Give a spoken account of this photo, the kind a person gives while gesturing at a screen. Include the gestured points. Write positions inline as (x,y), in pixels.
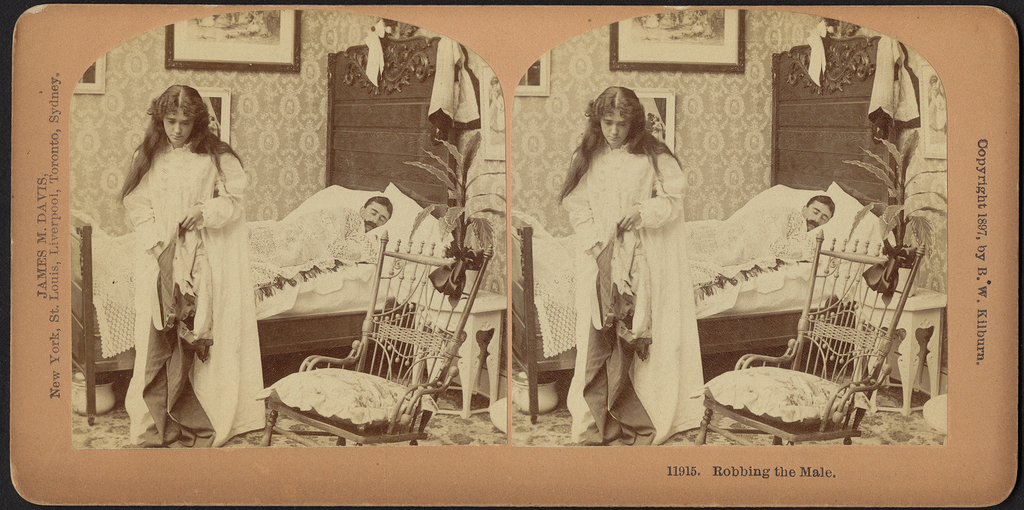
In this image we can see one photo (919,460) with two collage pictures (698,436) and some text (38,260) on the photo (76,333). In this photo (31,246) we can see two objects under the beds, two chairs (480,283), two men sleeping on the beds (752,229), some objects (819,45) on the beds (805,52), some photo frames (692,39) attached to the walls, two carpets (561,434) on the floor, two pots (467,281) with plants (467,155) on the tables (464,352), two objects (940,402) on the floor (481,417) on the bottom right side of the image (931,401), two bed sheets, some pillows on the beds (92,374), two women (167,420) standing and holding one object (625,435).
